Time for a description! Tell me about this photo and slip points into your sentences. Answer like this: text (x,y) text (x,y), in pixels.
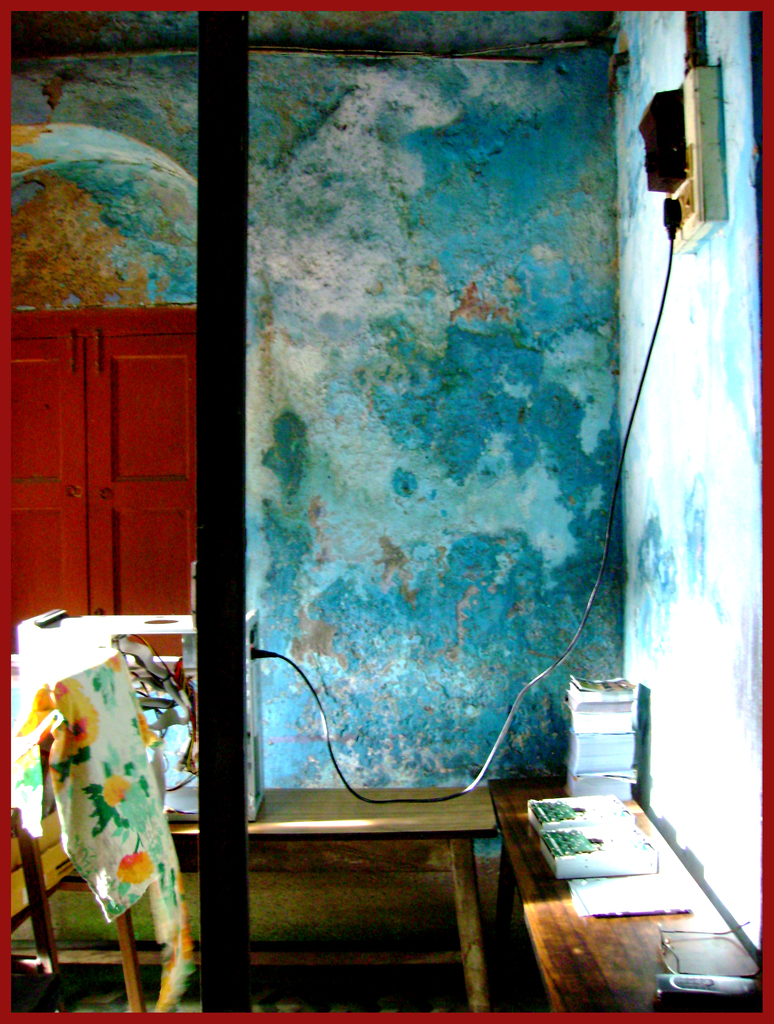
In this image we can see the wall (624,234). And we can see the switch board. And we can see the cables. And we can see the spectacles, books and some other objects (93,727) on the wooden table (571,990).
